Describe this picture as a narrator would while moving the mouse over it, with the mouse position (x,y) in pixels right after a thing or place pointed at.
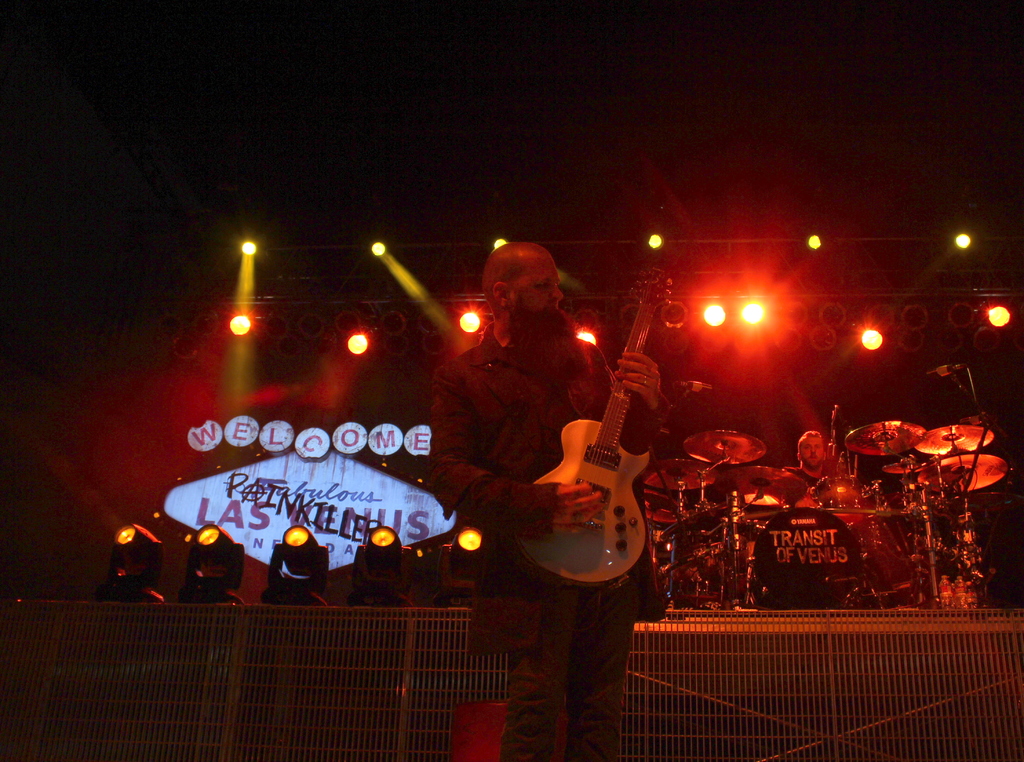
In the foreground (554,598), a person (538,595) is standing and playing a guitar (568,528). In the right (823,598), a person (804,454) is sitting and playing musical instruments (876,518). In the middle (588,331) lights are visible of yellow and red in color. In the left (320,506), a board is there and lights (397,545) are visible. At the bottom (907,701) fence (666,714) is there. The background (851,145) is dark in color. It looks as if the image is taken on the stage (990,603) during night time.
